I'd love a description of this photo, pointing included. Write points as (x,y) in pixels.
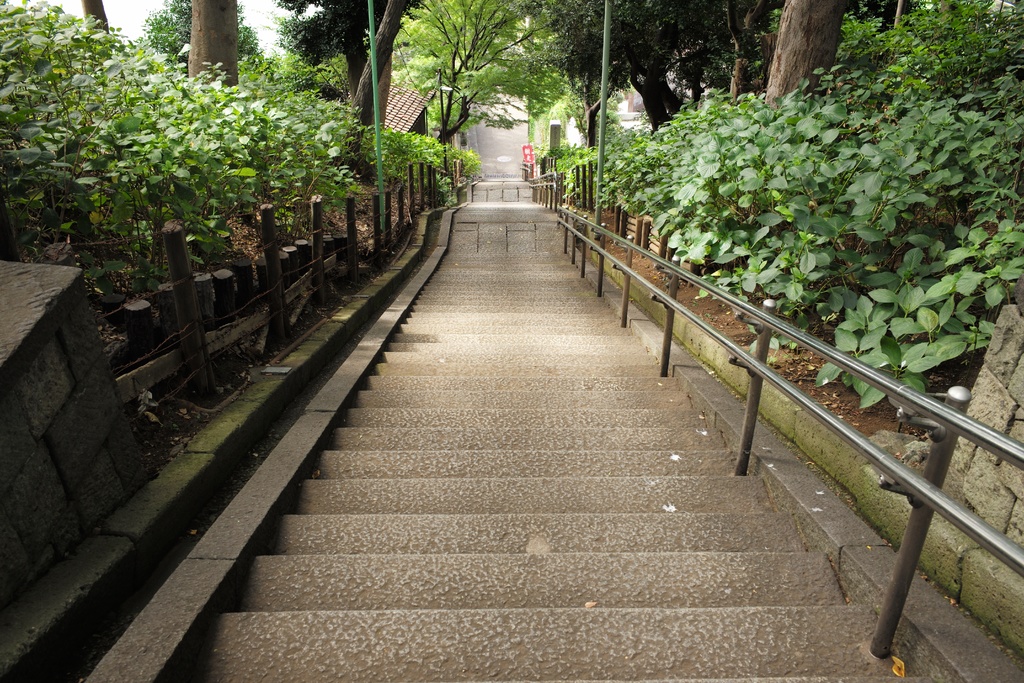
In this picture I can see stairs (439,398) and few plants (722,178) and trees (301,44) and I can see a house (406,93).
